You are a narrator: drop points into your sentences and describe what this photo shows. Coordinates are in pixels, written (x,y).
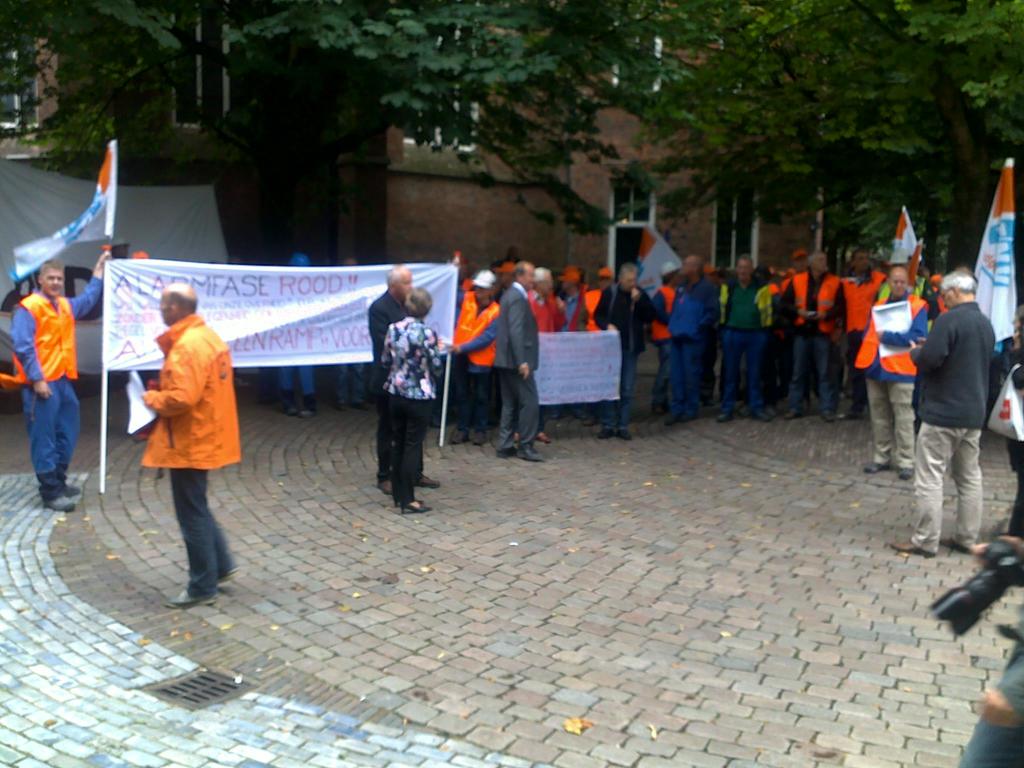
In this picture I can observe some people (693,347) standing on the land (602,549). On the left side (111,317) there are two members (84,302) holding a flex (231,338). I can observe some trees (460,73) and a building (401,207) in the background (570,204).
